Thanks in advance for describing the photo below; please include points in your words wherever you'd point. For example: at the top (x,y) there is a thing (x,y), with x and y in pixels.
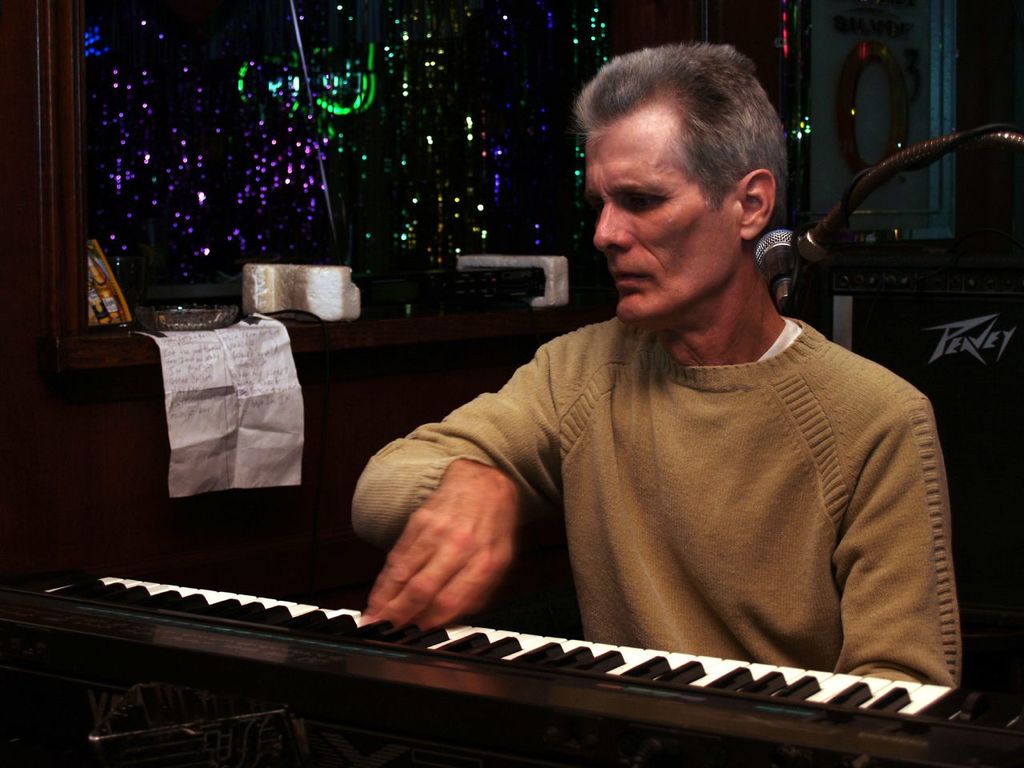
He is sitting and he is playing a musical keyboard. The microphone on right side of the person (622,521). There is a table (348,328). There is a paper (233,399), poster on a table (348,328). We can see in background (263,221) lights (263,221) and curtain (275,111).
